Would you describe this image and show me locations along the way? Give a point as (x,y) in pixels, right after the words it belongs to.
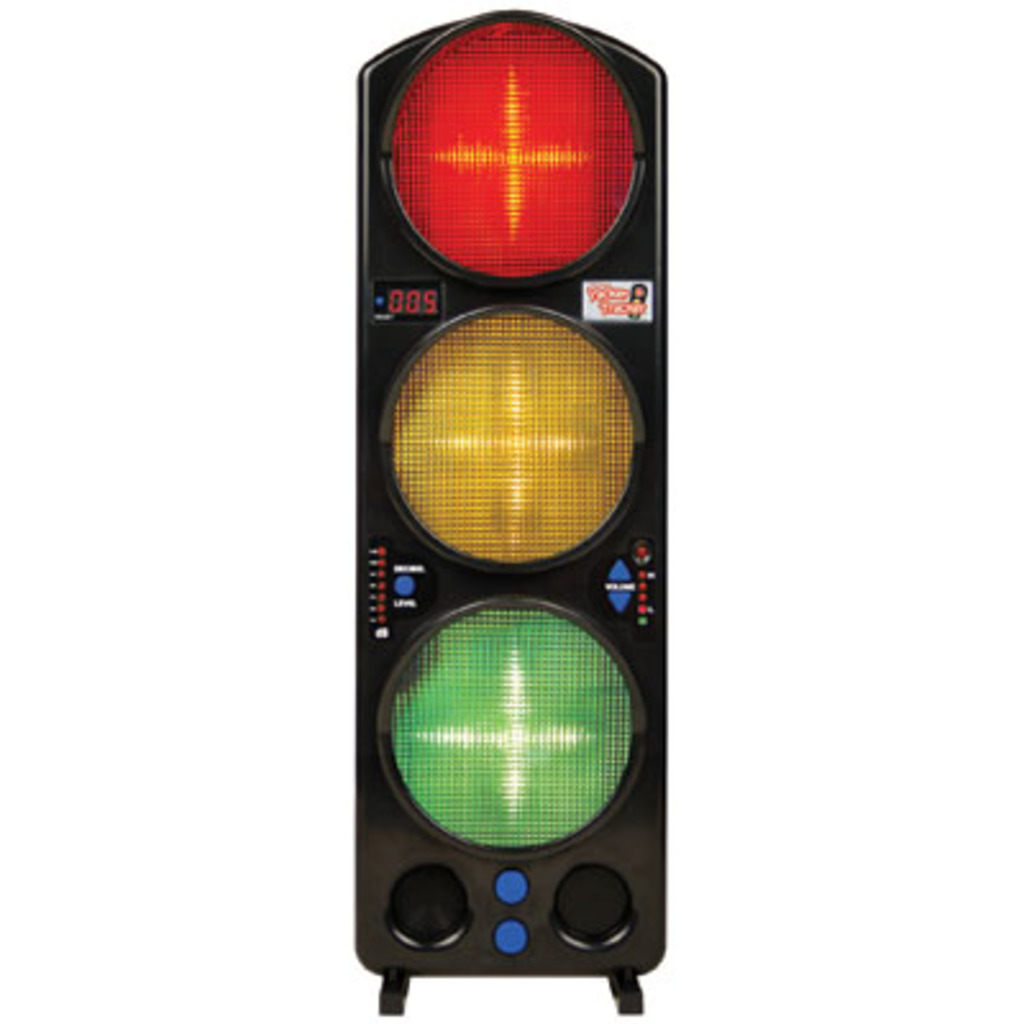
In this picture I can see the traffic signal (450,279) and I see the lights (489,160) which are red, yellow and green in color and I see that it is white color in the background (718,292).
